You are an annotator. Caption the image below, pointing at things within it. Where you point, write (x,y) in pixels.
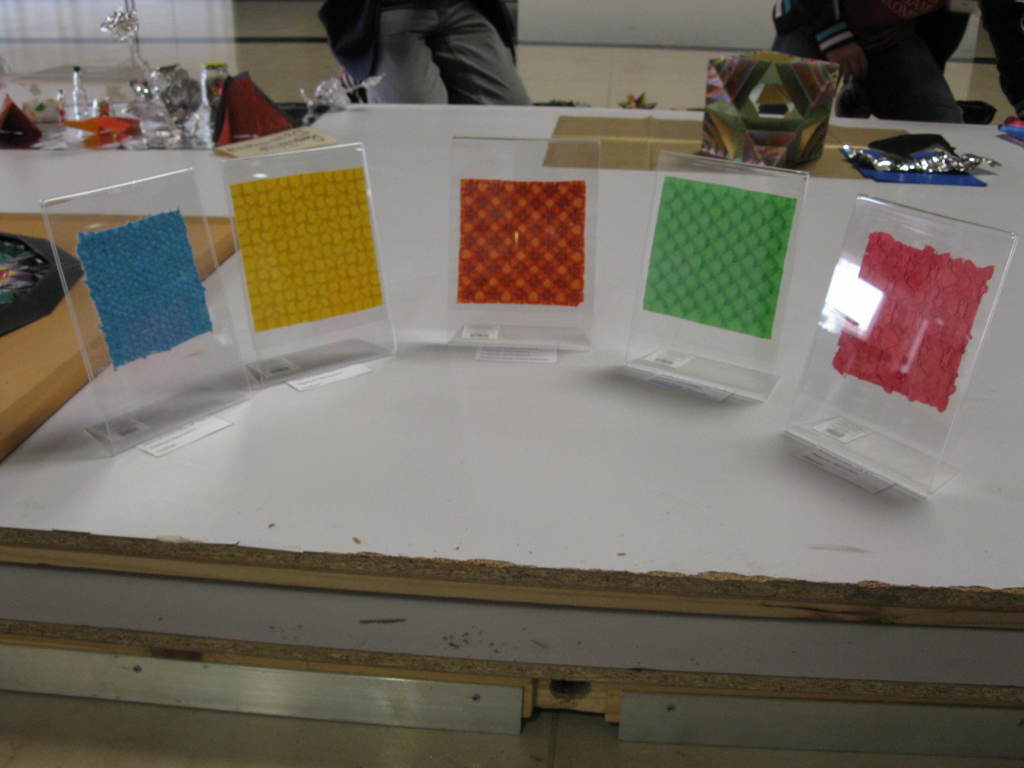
In the foreground of this picture (43,207) we can see the wooden boards (860,605) on the top of which papers (269,140), box (772,129) and some objects (912,281) which seems to be the show pieces (575,289) and some other objects (958,166) are placed. In the background (608,61) we can see the floor (638,59) and the wall (593,19) and we can see the two people (484,64) standing.
